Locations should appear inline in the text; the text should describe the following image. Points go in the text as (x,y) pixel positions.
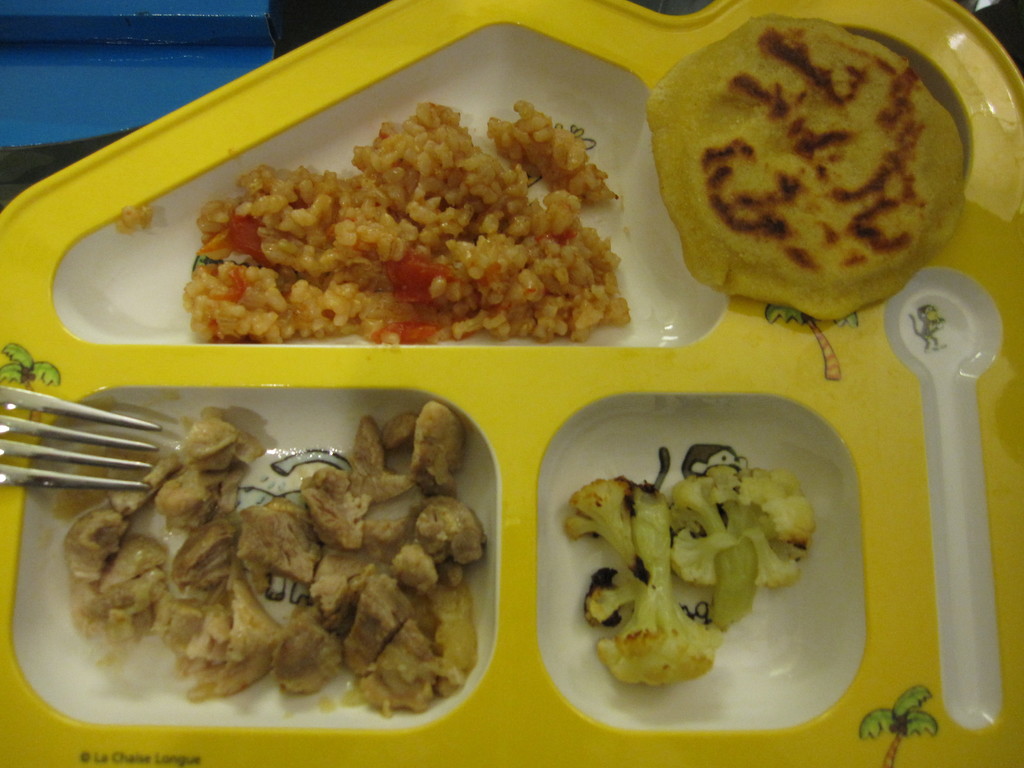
In this picture we can see some food (258,633) in a plate (142,377). There is a fork (55,459).
